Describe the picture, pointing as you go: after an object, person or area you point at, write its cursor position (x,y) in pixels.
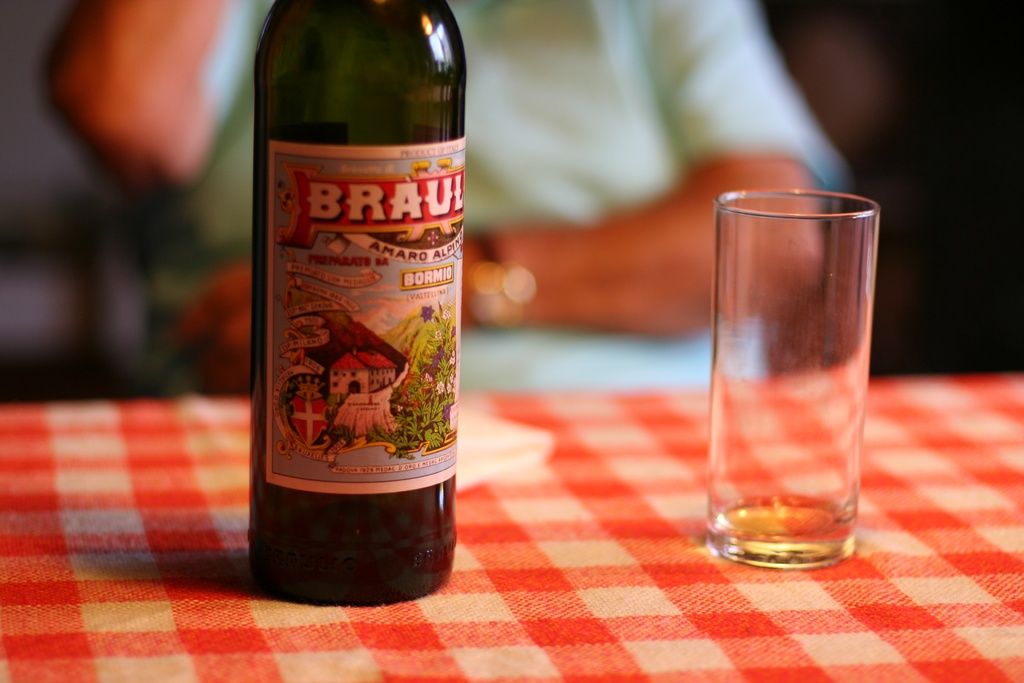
In this image we can see label (403,290) on bottle (355,241) and glass (758,411) is on the cloth surface (772,622). In the background of the image (607,189), we can see a person (483,213).
